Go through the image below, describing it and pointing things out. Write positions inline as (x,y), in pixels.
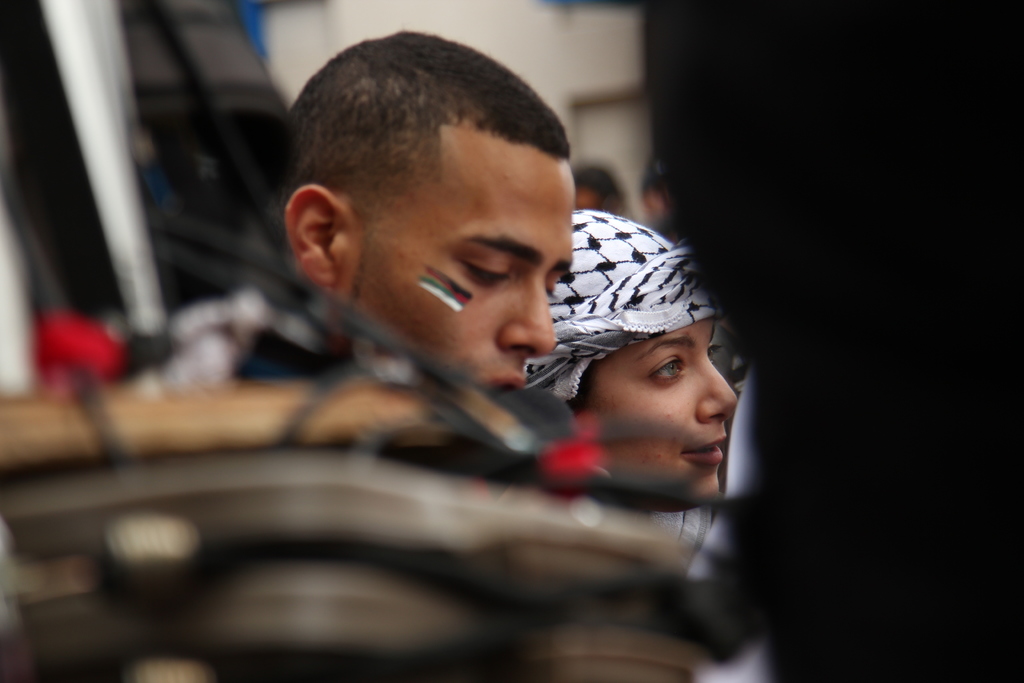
In the center of the image (584,319), we can see a man (393,215) and a lady (609,332).
